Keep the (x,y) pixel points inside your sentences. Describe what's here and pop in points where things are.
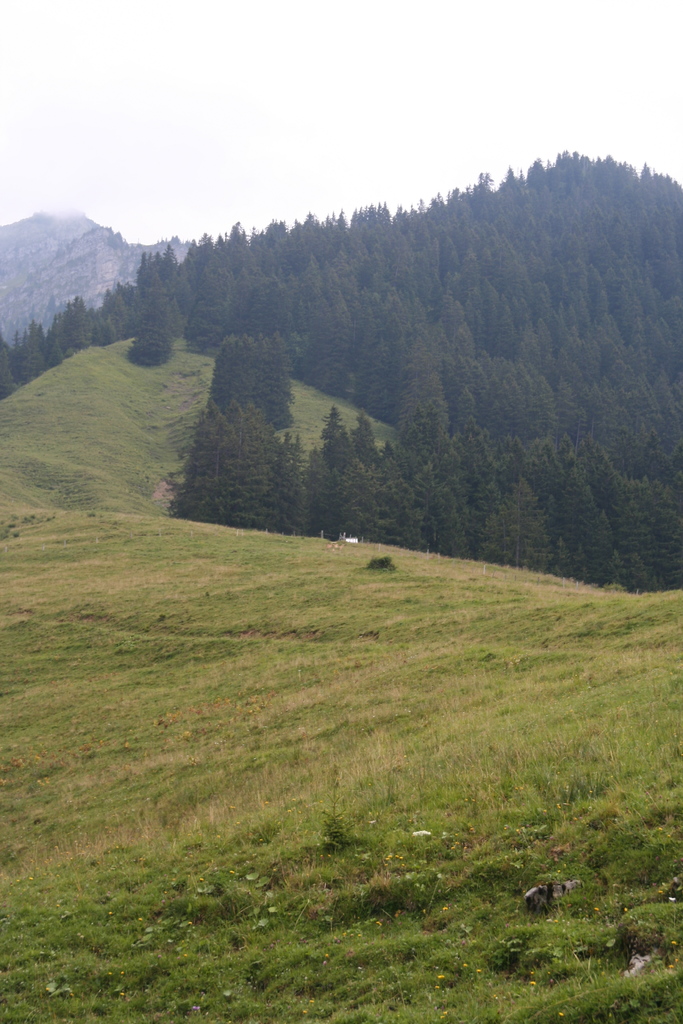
In this image we can see trees (355,361), grass (179,407), mountains (43,281) and other objects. At the top of the image (322,171) there is the sky (209,172). At the bottom of the image (396,835) there is the grass (392,813) and tiny plants (307,905).
